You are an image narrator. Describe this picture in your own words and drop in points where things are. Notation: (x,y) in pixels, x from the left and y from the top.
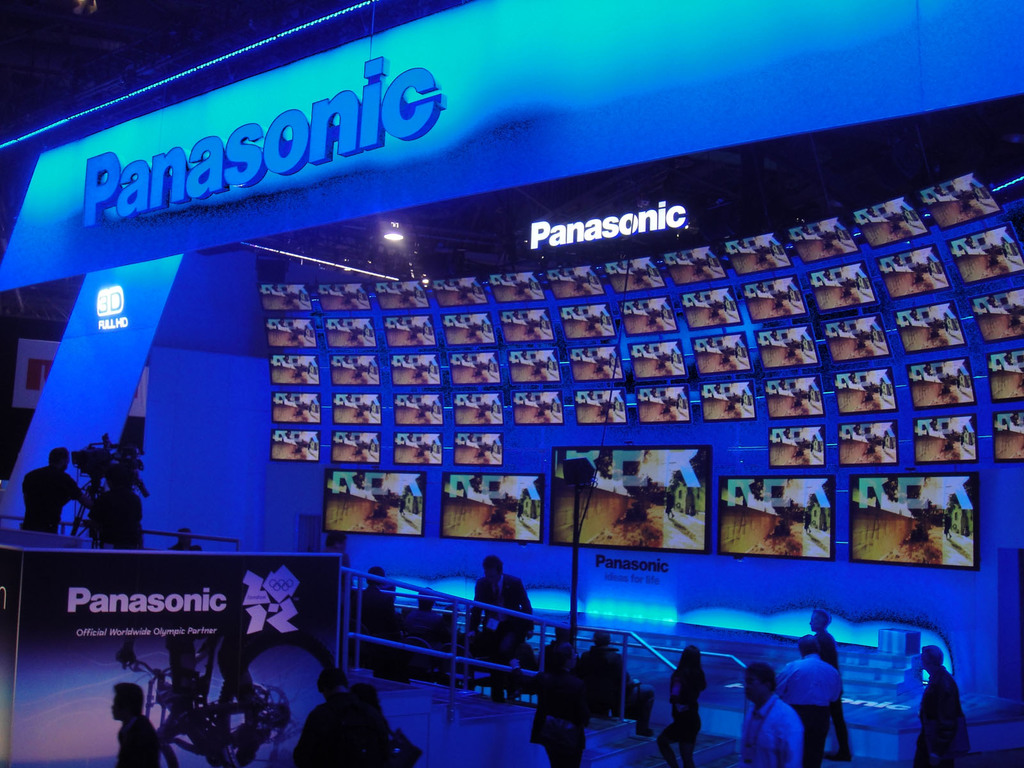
As we can see in the image there is a wall (198,432), camera (122,446), screens (619,478), banners (226,652) and few people (506,662) here and there.
